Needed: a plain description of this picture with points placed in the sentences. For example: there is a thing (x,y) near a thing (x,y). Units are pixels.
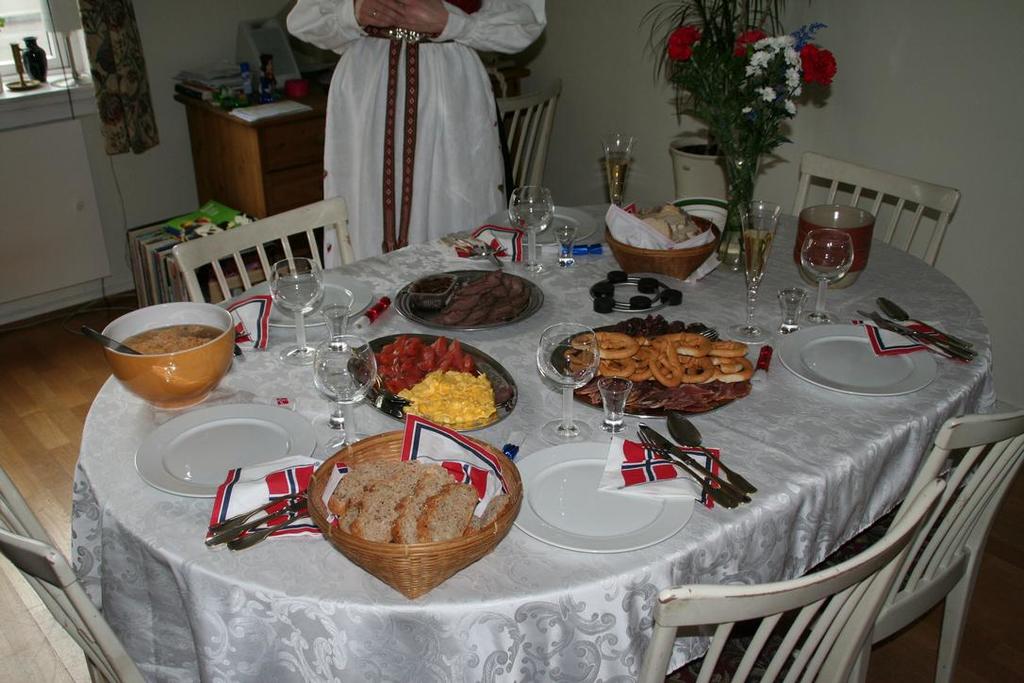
In this picture we can see the dining table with food (438,376) in the plate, tomatoes (410,364) and bread (464,505). Behind there is a woman (444,167) wearing white dress (452,150) is standing. In the background (250,160) there is a wooden table (233,162) and window (12,64).
